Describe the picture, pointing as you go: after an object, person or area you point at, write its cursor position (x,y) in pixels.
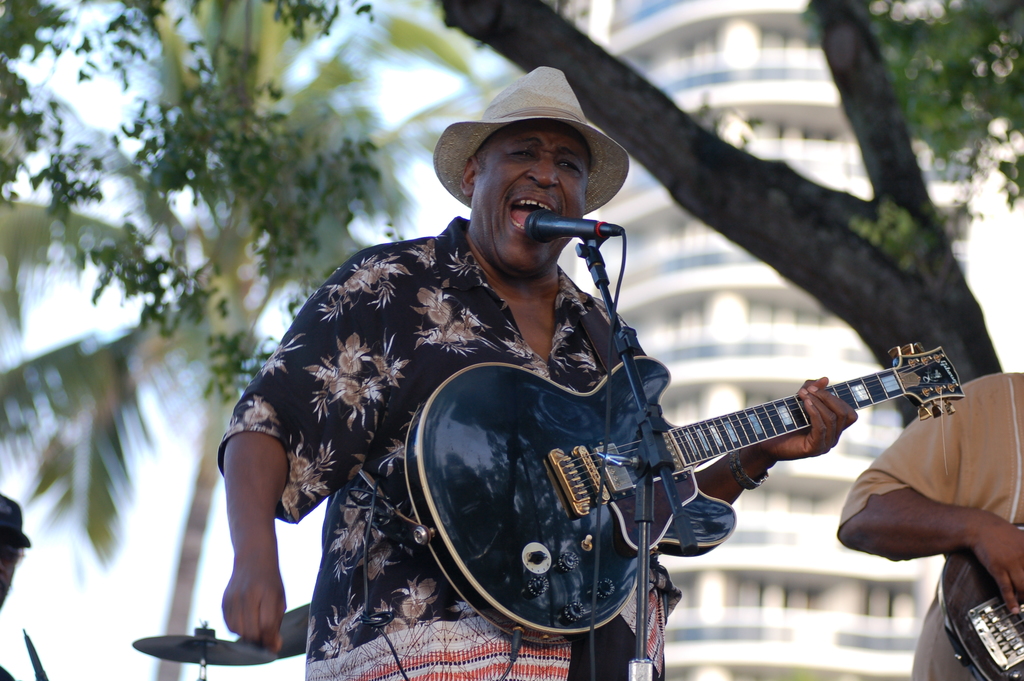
In the image we can see there are people (446,640) who are standing with a guitar (616,460) in his hand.
